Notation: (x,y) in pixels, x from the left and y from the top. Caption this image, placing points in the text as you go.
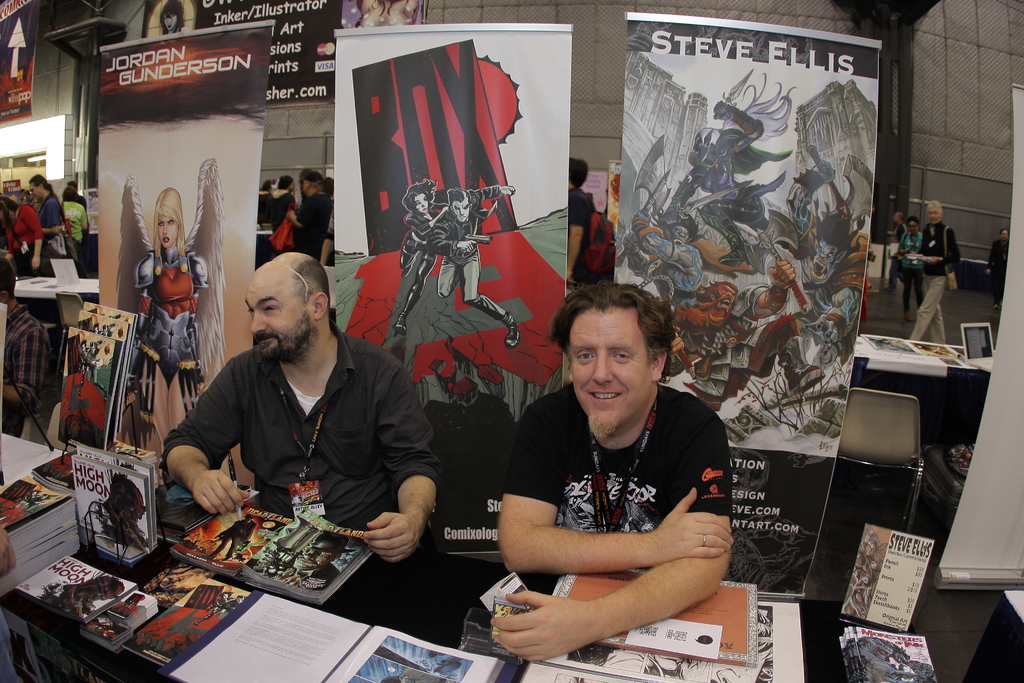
This picture is taken inside the room (722,666). In this image, in the middle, we can see two men (559,473) are sitting on the chair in front of the table (818,682), on the table (830,666), we can see some books (80,595) and a board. On the board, we can see some pictures (412,676) and some text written on it. On the right side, we can also see a group of people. In the background (376,227), we can see some hoardings (691,269). On the right side (920,370), we can also see a group of people (918,271), table (918,383) and a chair (888,429). In the background (154,117), we can also see some hoardings (405,36) and a wall (978,80).
